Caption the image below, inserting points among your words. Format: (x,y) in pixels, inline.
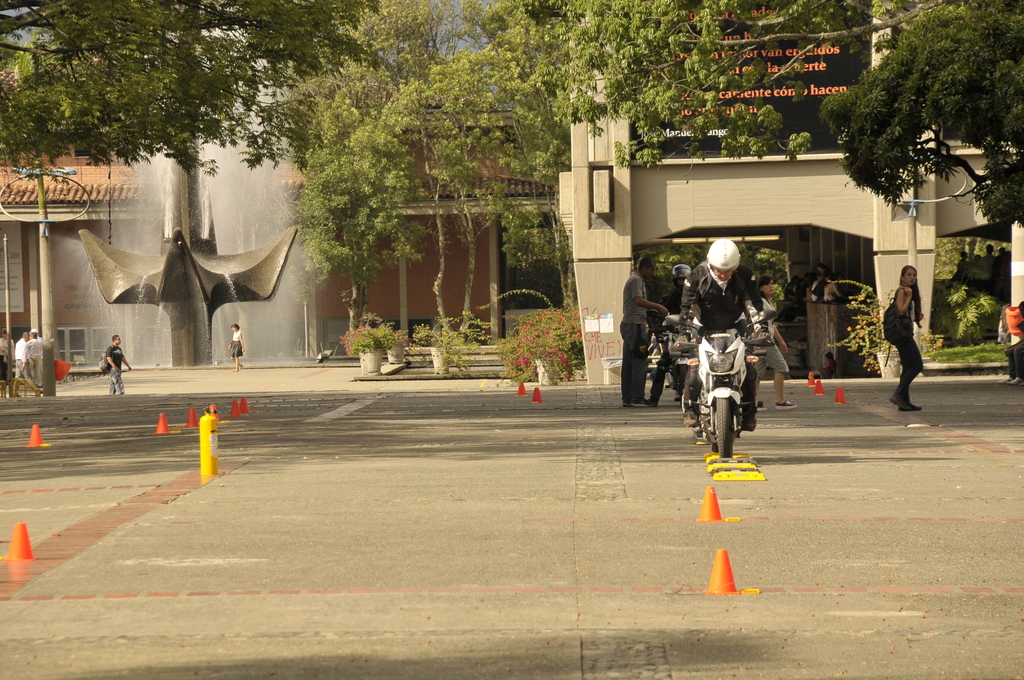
In this image i can see a man (733,326) riding the bike (727,336) on the road (809,444), at the back ground (781,397) i can see a lady (909,330) walking, few man (637,307) standing and a tree (535,144), and a building (590,186) and a water fall (180,265).
